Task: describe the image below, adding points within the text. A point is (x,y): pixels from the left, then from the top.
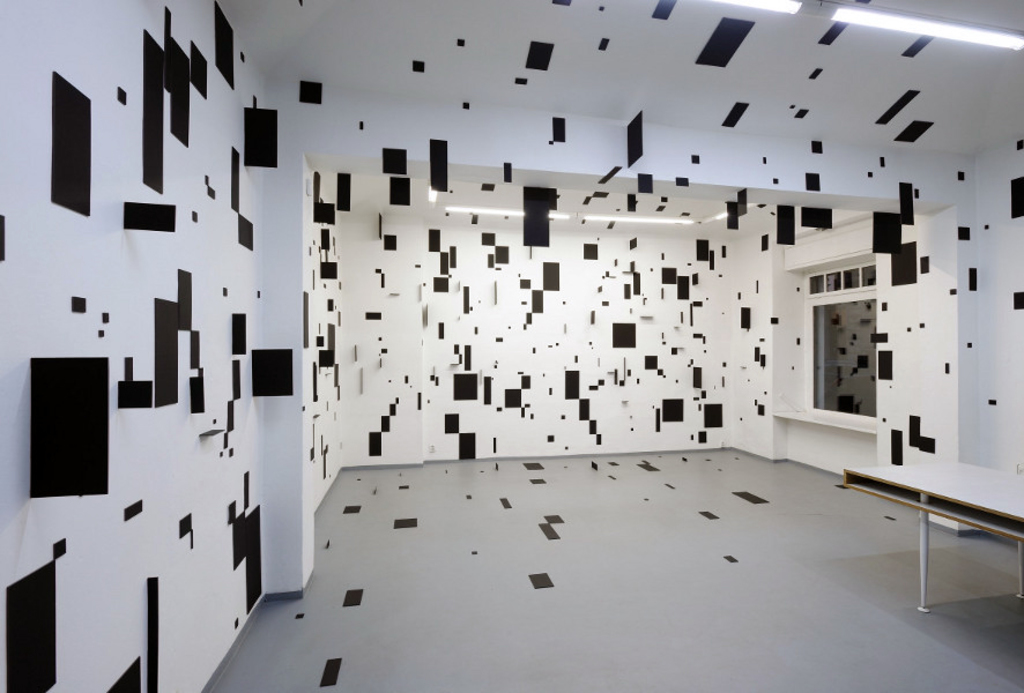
This is a picture of a room (759,423), where there are lights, table (949,502), and there are black color papers (155,340) or cards (160,326) attached to the wall (120,160) and floor (498,673) like a design.
